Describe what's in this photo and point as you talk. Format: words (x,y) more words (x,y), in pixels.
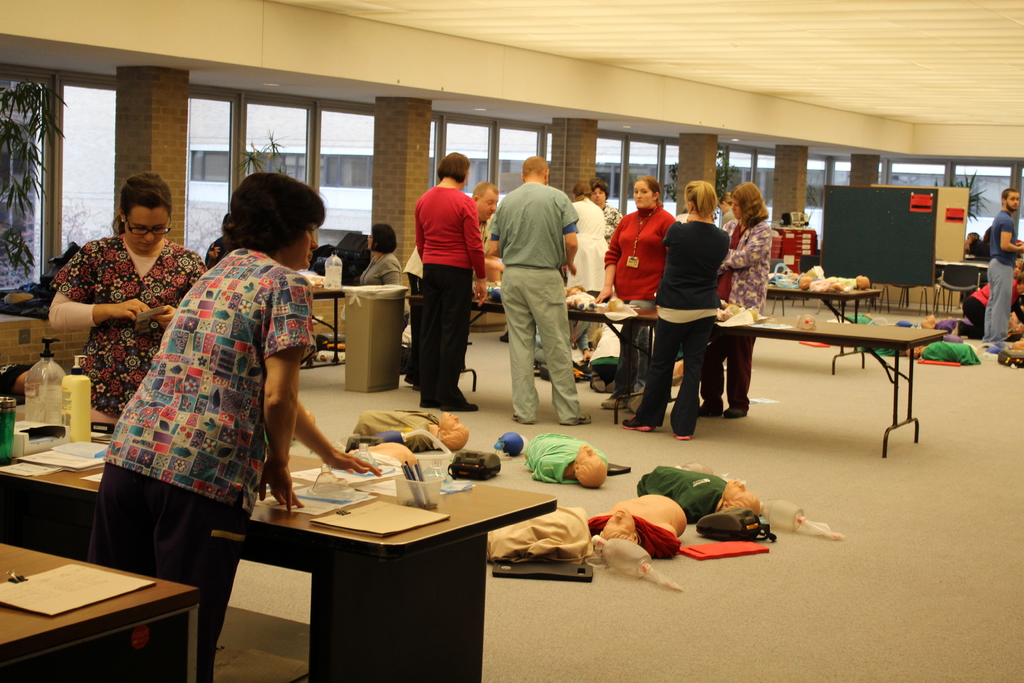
In this picture there are a group of people (445,195) standing here. There are some toys (690,471) kept on the floor (849,465), in the background (418,144) and poles (165,163), windows (111,158) and plants (41,129).
